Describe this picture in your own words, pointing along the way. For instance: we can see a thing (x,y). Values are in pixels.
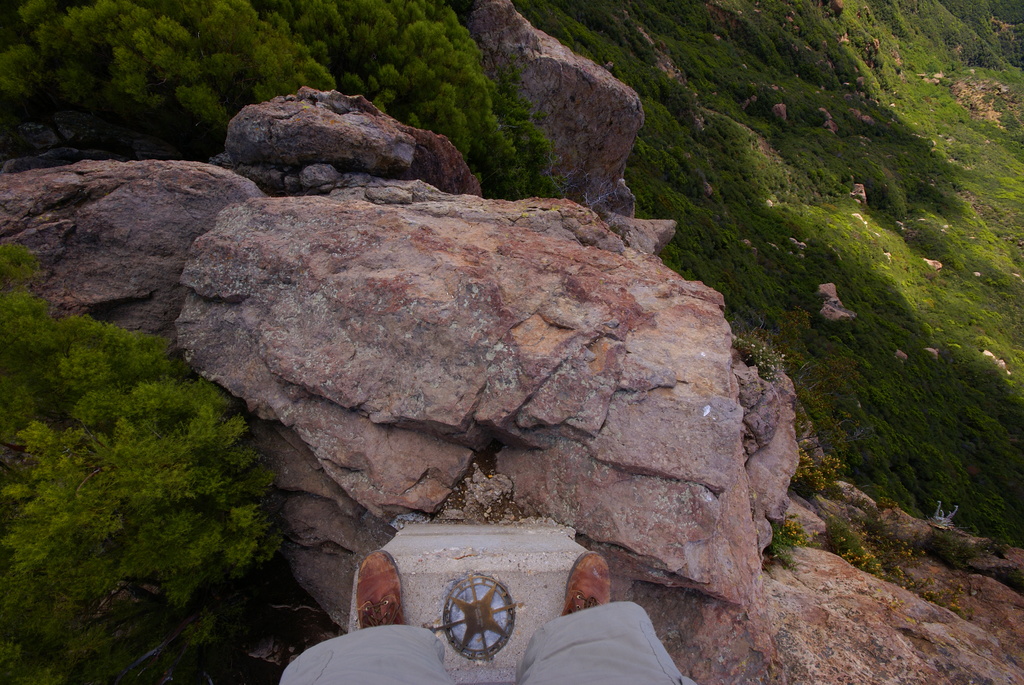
In this image I can see a person's legs (563,631) wearing grey colored short (433,652) and brown colored shoe (398,602) is standing on a rock surface (475,565). I can see few trees (107,423), few rocks (358,328) and some grass (797,149).
